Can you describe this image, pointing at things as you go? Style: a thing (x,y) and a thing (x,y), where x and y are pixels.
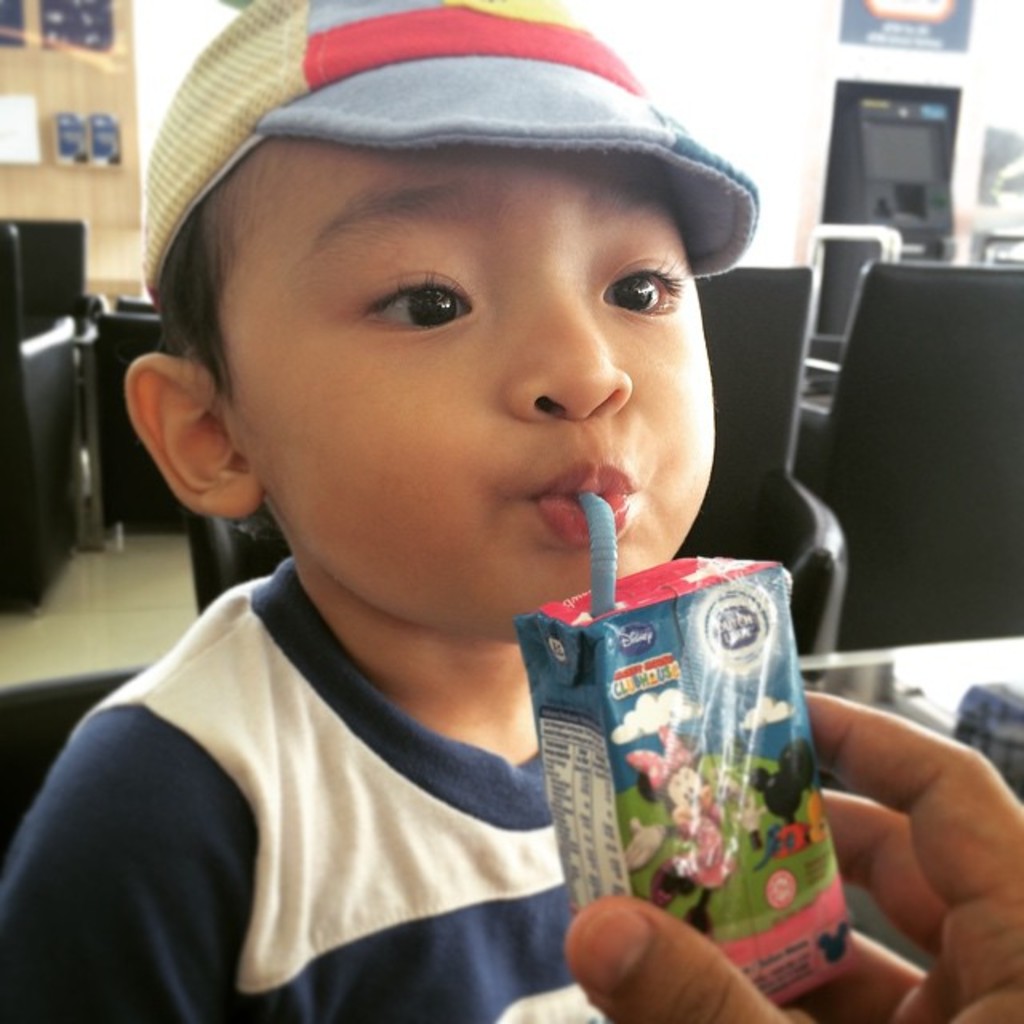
In this picture I can see a hand (858,851) of a person (1016,830) who is holding a box (628,655) in which there is a straw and I see that straw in the mouth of a child (423,604) and I see that the child (325,223) is wearing a cap (520,76) which is colorful. In the background (6,508) I see few black color things (755,385) and on the right side of this image (877,167) I see a machine (899,206).
